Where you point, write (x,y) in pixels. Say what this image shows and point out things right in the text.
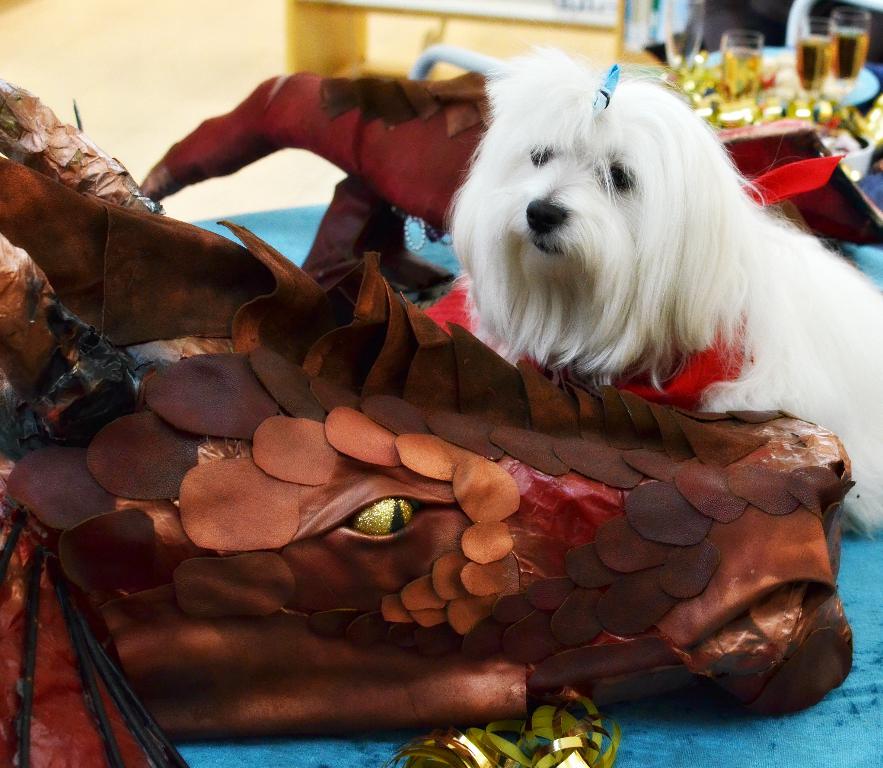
In this image there is an animal face (412,453) made with some decorative items (451,528), a white color dog (521,273) on the table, and in the background (857,23) there are glasses (838,47) with some liquids (839,60) in it on the table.
